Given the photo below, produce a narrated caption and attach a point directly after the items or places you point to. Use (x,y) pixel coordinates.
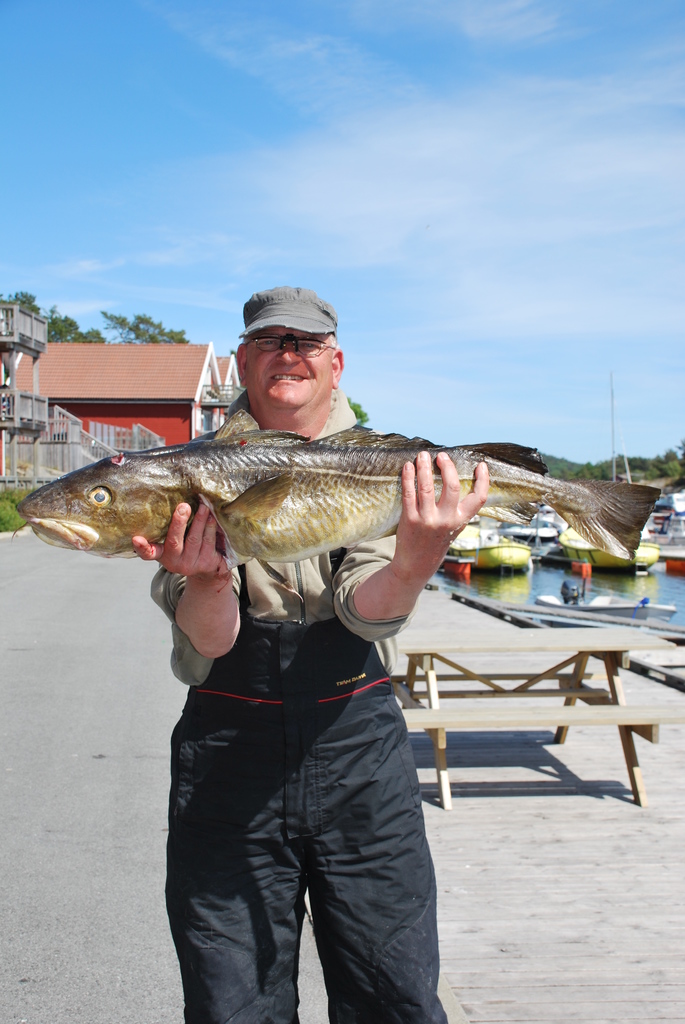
In this picture we can see a man (325,590) standing and holding a fish (325,477) in his hands (475,497). There is a bench (642,790) on the right side (507,634). Few boats (481,525) are visible in the water (626,586). There are some houses (14,458), a pole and trees (683,456) are seen in the background (622,465). Sky (194,131) is blue in color.
